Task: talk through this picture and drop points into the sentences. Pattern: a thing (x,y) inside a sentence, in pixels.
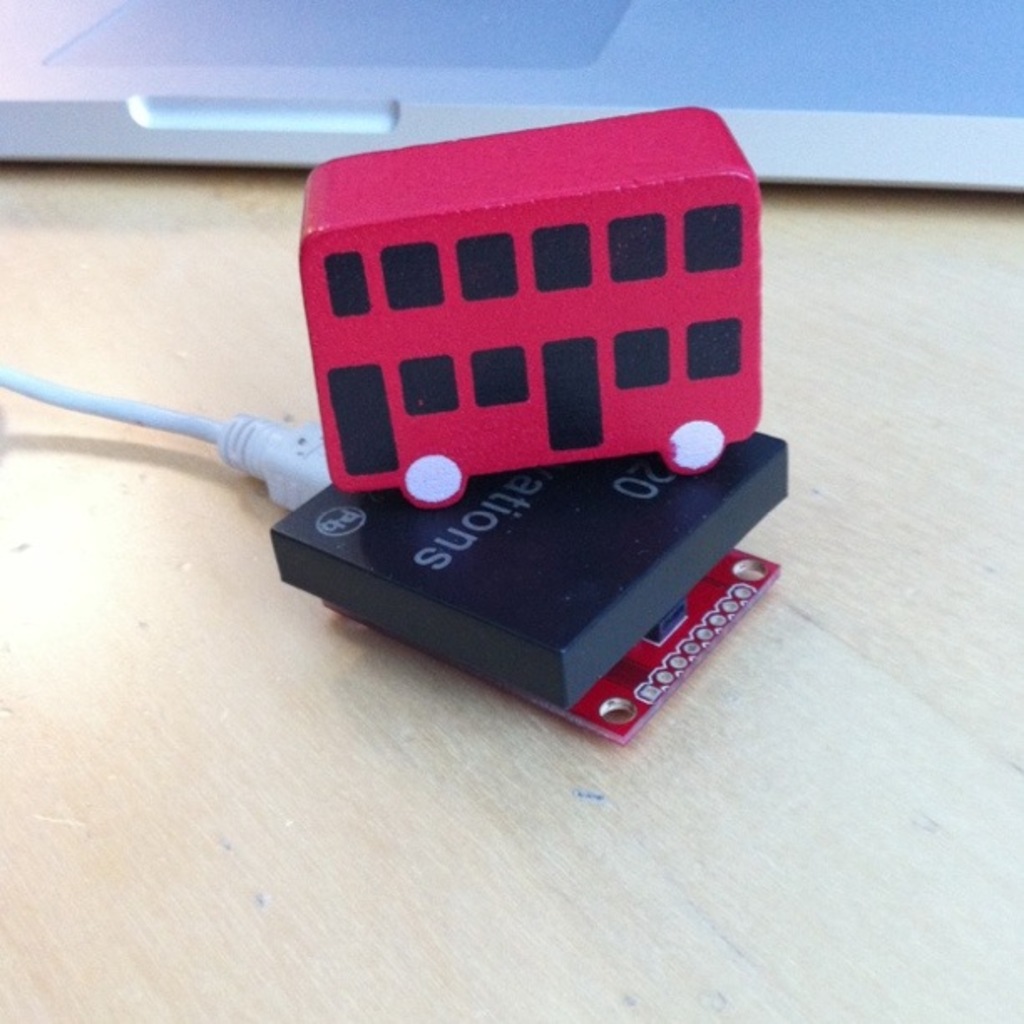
In this image I can see toy bus (590,300) which is in red and black color. It is on the electronic gadget (665,572). We can see chip (690,615). Back Side I can see laptop (831,76). There are on the wooden table (720,736).
